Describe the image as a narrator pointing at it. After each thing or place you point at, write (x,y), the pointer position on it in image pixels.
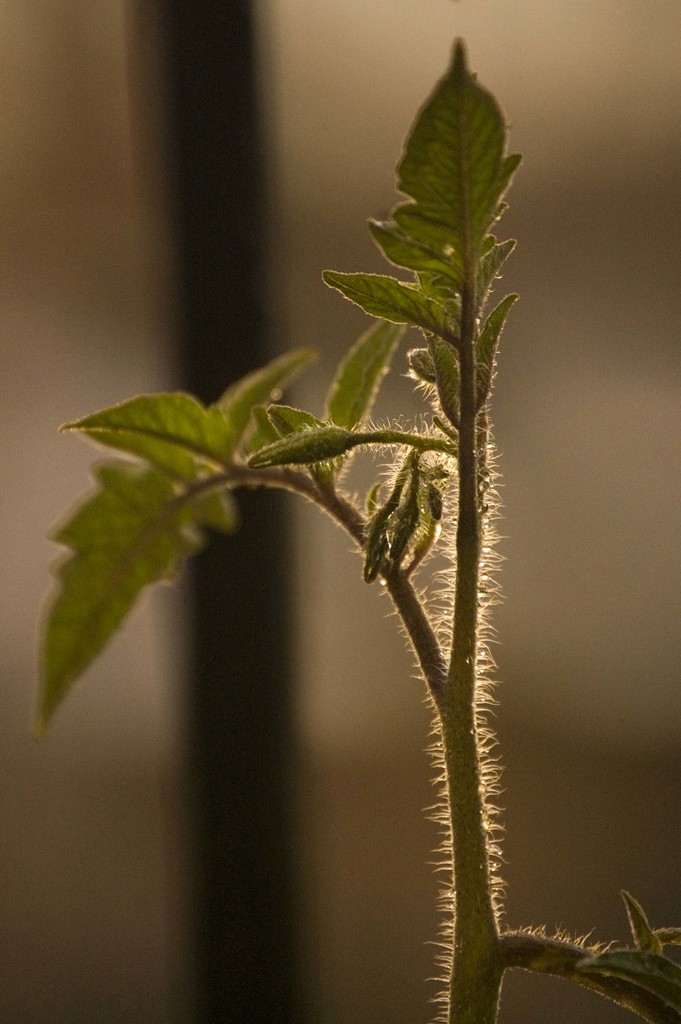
In this image I can see a green color plant (376,239). Background (305,115) is in brown and black color.
